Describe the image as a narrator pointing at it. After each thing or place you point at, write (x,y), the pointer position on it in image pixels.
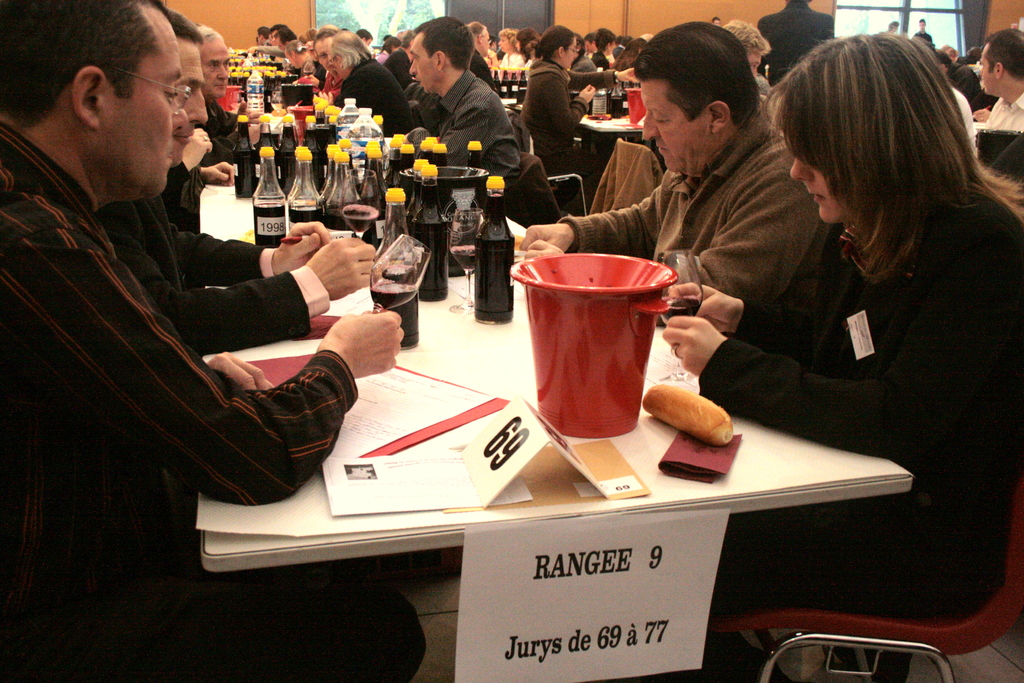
In the picture we can see a people (287,403) sitting on the chairs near the tables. On the table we can see many bottles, bucket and number cards (584,462). In the background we can see some people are standing, walls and window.
